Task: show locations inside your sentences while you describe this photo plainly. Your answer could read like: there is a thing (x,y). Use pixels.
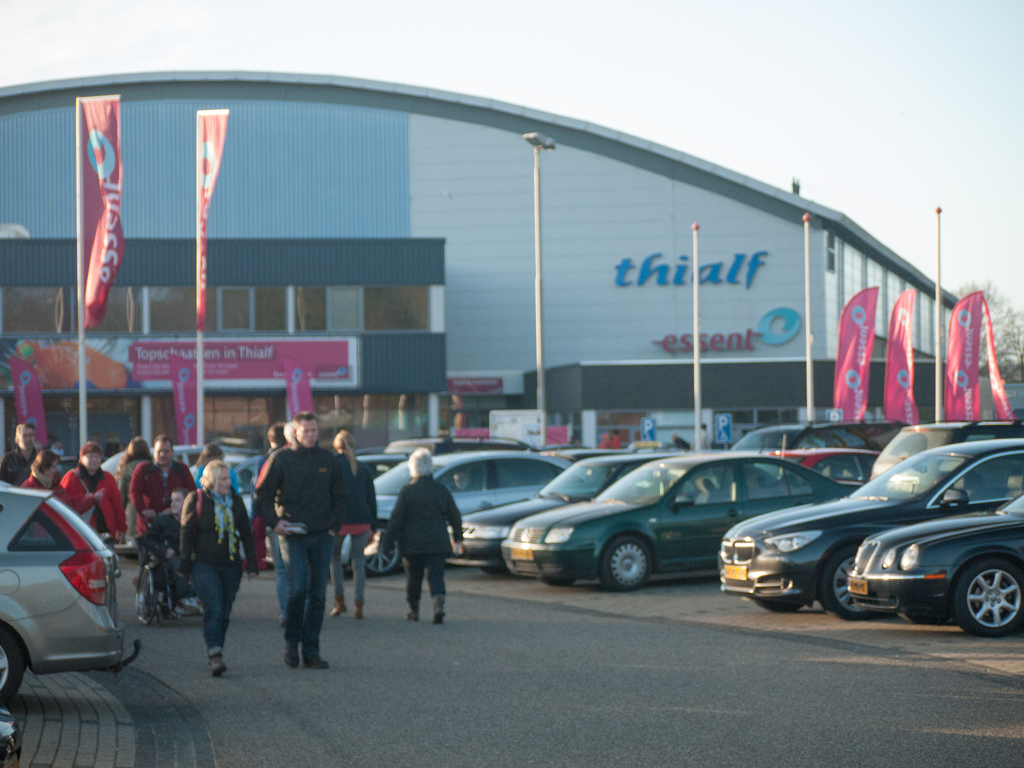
This picture shows a building (446,335) and we see cars (479,552) parked and few people (17,460) walking on the road (379,656) and a tree (1022,355) and we see a clear sky (742,115).
